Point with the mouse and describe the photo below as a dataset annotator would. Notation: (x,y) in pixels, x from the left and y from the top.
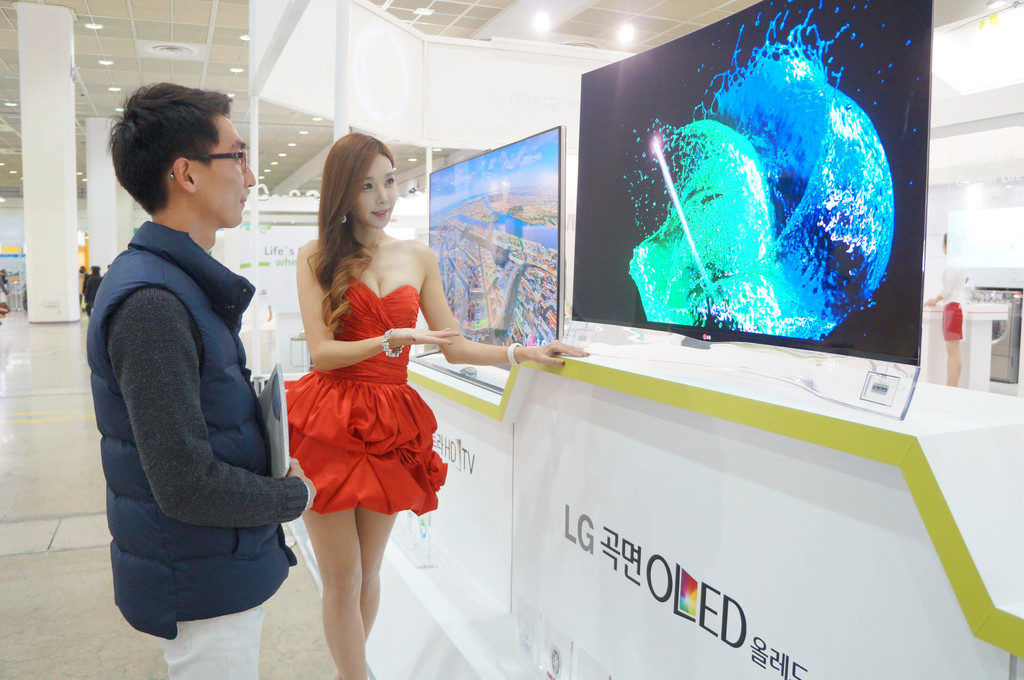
In the foreground (396,253) I can see two persons (400,251) are standing on the floor (287,613) in front of a cabinet (703,371), logo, text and screens (734,170). In the background (48,111) I can see a wall (515,135), lights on a rooftop (87,117), pillars (103,125), group of people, machines (1002,355) and so on. This image is taken may be in a showroom (928,360).
